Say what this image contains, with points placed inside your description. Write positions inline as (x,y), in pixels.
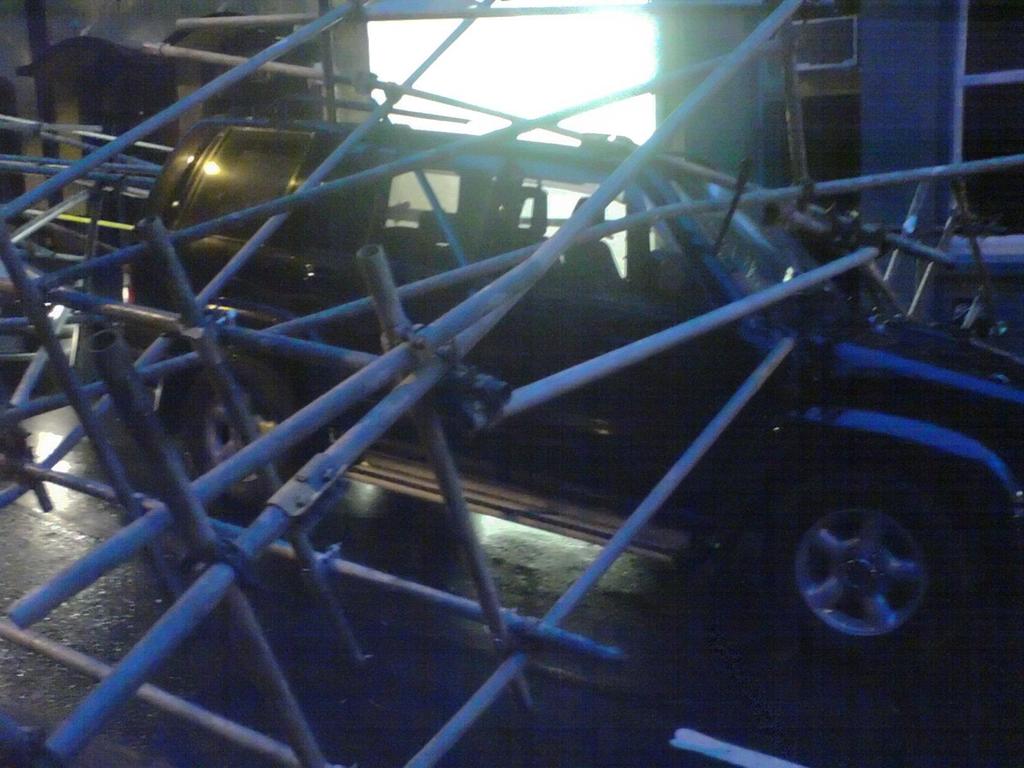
In this image in the front (325,393) there are rods (164,269). In the center (426,274) there is a car (426,274) which is black in colour. In the background (679,101) there is wall (885,111) and there are windows (975,99).
